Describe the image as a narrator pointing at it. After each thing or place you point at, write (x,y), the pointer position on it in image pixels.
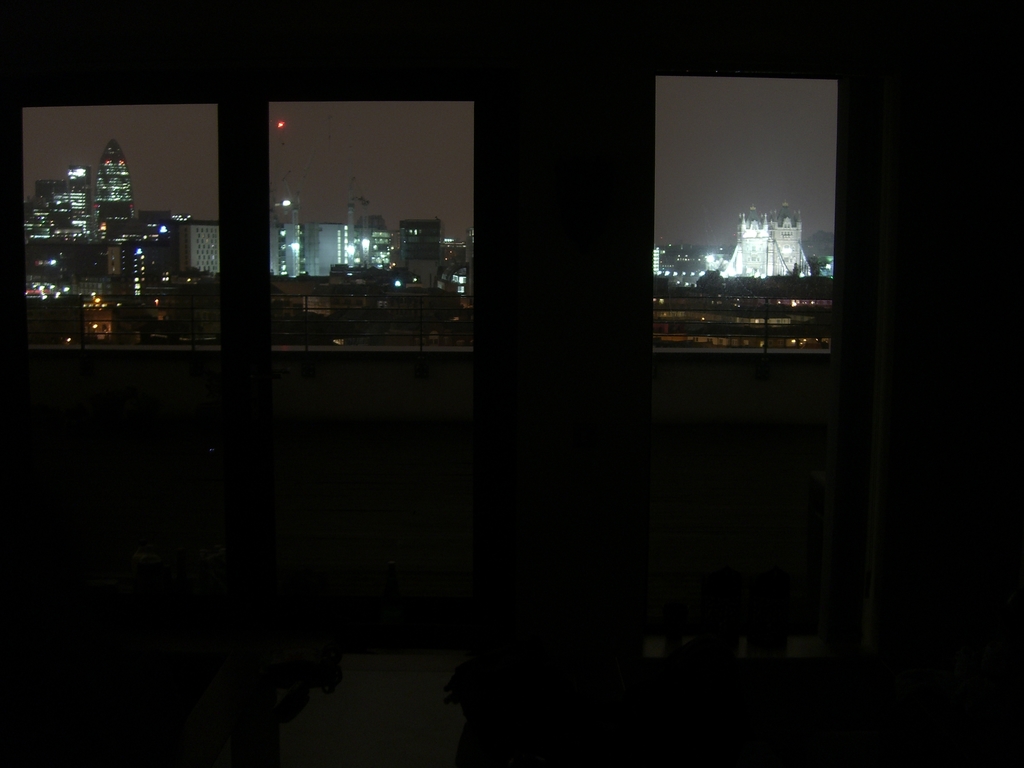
In this image we can see three glass windows (379,296). Behind the windows (124,279), there are buildings (772,271) with lights (757,241).
